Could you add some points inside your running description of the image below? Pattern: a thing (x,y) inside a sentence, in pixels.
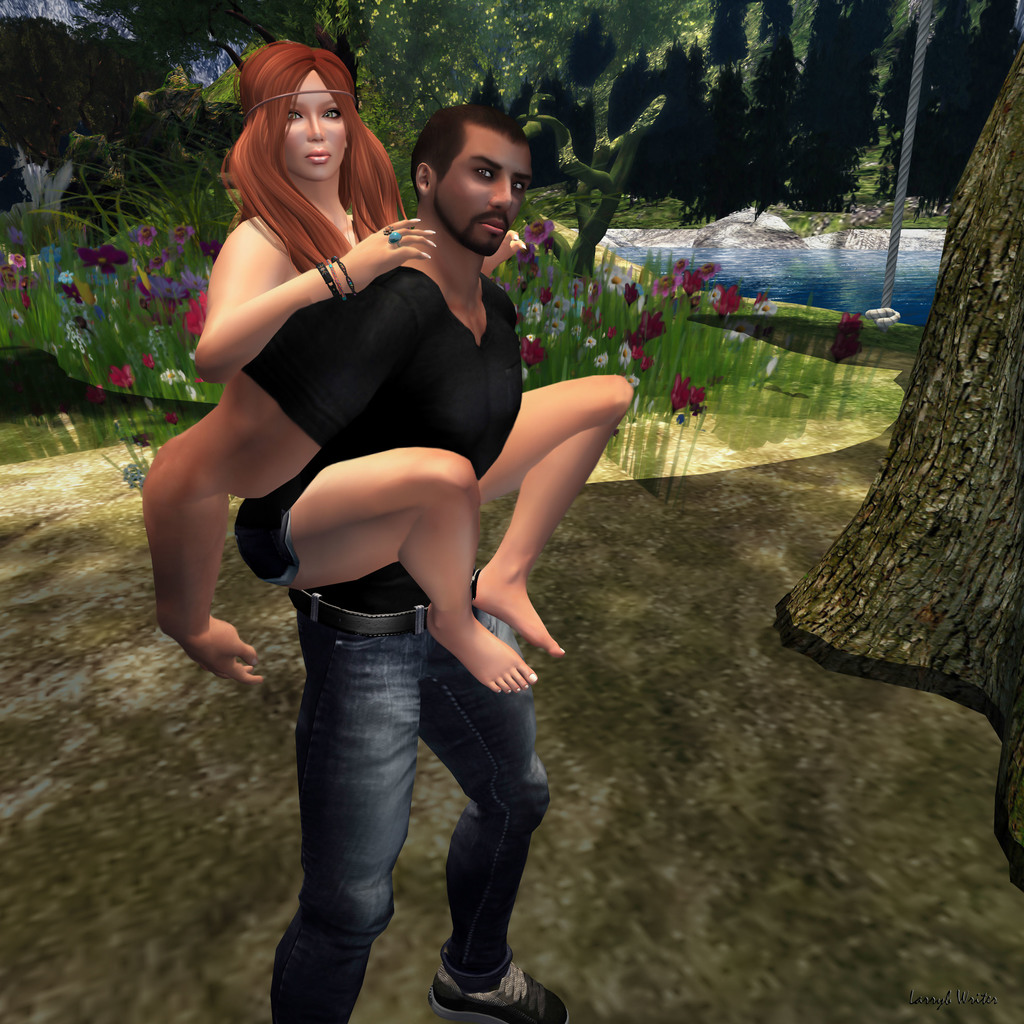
In this picture I can see the animated image. In that image there is a man (464,270) who is holding a woman (359,187). In the background (752,306) I can see the mountain (700,29), river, flowers (681,420), plants (932,87) and grass (783,423). On the right (997,246) there is a tree trunk (1006,183).
